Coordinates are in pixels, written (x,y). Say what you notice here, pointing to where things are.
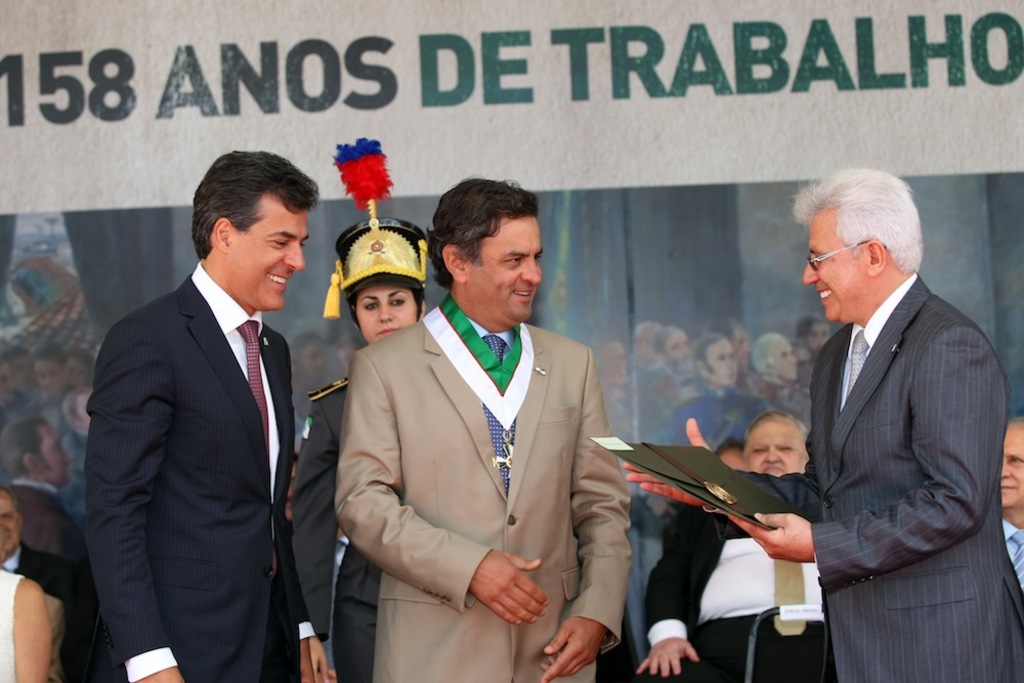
In this image we can see people (806,442) and on the right side of the image (880,314) we can see a person (880,361) holding an object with his hands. In the background (423,42) we can see pictures (735,316) of people (736,366) and something is written on a hoarding (712,239).
